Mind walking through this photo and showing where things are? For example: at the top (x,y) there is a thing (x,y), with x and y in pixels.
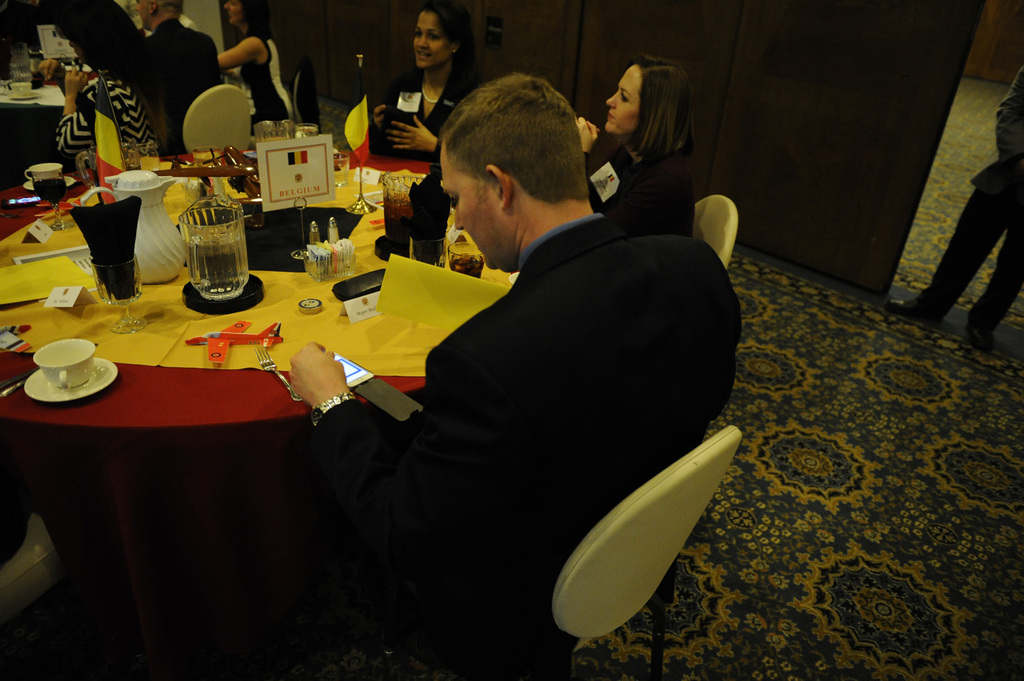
In the middle of the image (372,229) there is a table (131,348), On the table (173,202) there are some glasses (52,228), cup (85,364), saucer (111,366) and there are some toys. In the middle of the image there is a flag (362,56) on the table (362,237). Surrounding the table (374,251) few people (536,283) are sitting. Top right side of the image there is a person (995,314) standing. At the top of the image (688,64) there is a wall (584,72).
